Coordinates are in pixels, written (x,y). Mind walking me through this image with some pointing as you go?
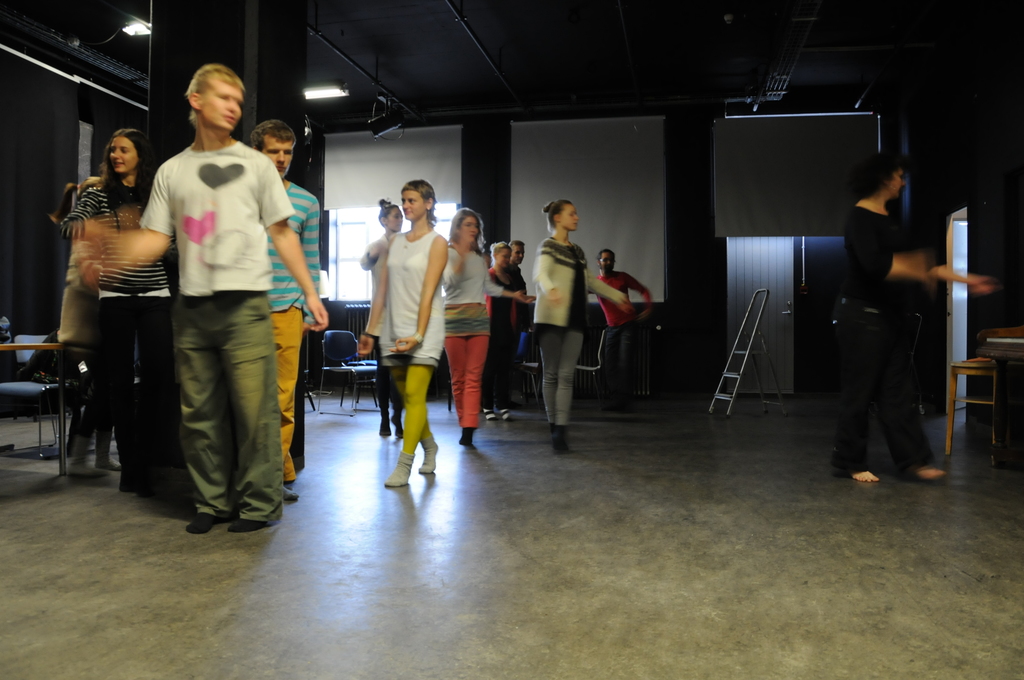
On the left side (259,220), there are persons (384,239) dancing on the floor (378,467) and there are persons (437,283) dancing. On the right side (934,254), there is a person (848,407) on the floor (904,552). In the background (747,171), there are windows (659,179) covered with white color curtains (797,168) and there are chairs (20,335).
